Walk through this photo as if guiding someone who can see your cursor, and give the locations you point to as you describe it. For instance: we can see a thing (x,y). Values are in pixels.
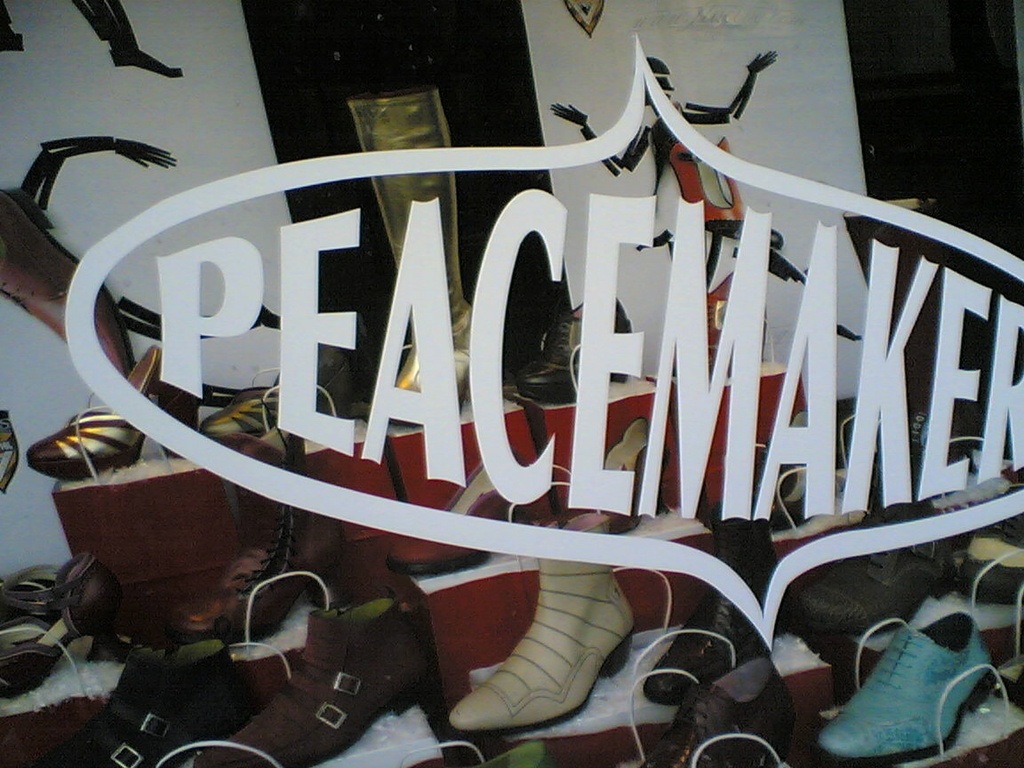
In this image I can see the glass (311,66) through which I can see few footwear (565,686) which are blue, black, brown, cream in color on the boxes (536,589) and I can see the white and black colored surface (726,102). On the glass (524,587) I can see few words (412,306) written.
